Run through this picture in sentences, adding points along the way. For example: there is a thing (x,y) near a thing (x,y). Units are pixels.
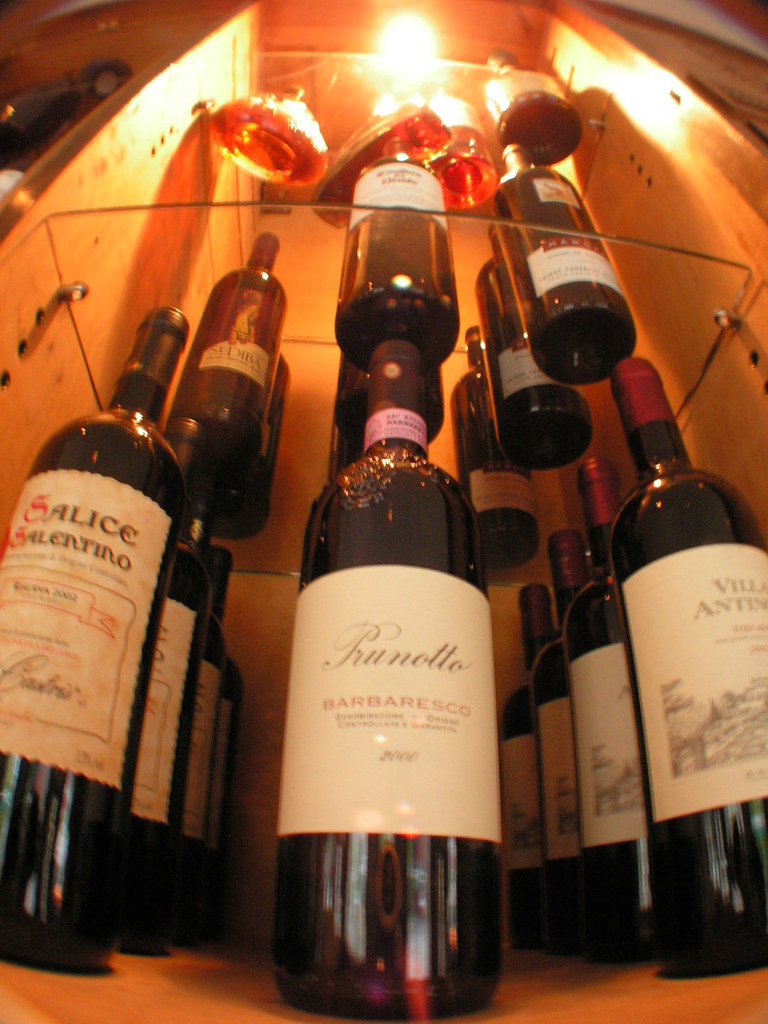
This picture shows a wine bottle (487,748) arranged in the shelf (207,257). In the background (408,88) there is a light (421,51) here.
